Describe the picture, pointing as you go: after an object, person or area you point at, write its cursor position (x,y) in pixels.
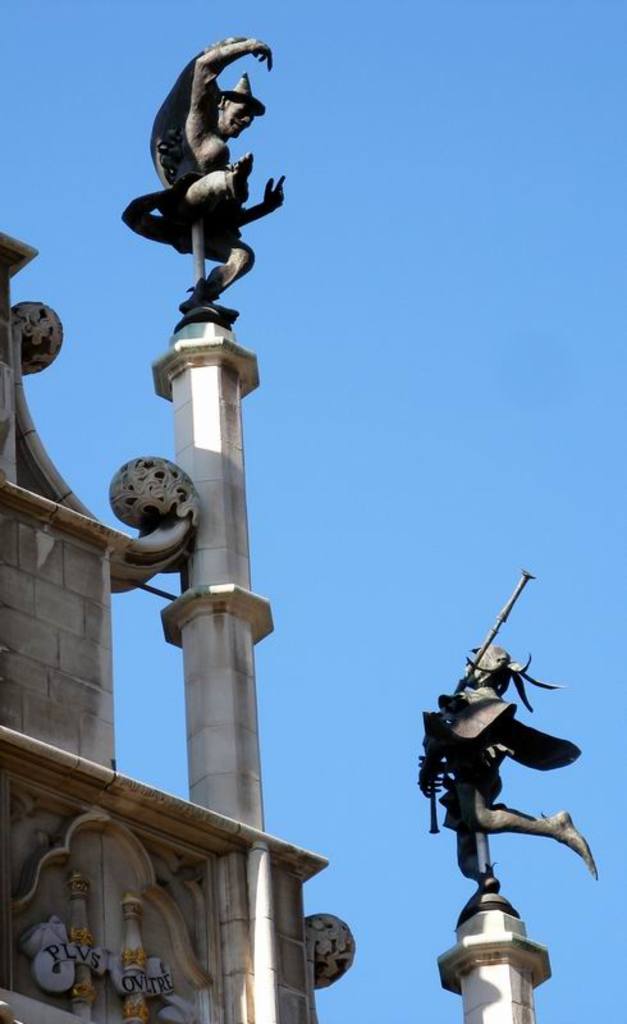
This image consists of a building (125,947) along with sculptures (214,178) and statues (183,140). To the left (41,657), there is a wall (70,635). In the middle (246,603), there is a pillar (253,667). In the background (399,6), there is a sky (74,178).
